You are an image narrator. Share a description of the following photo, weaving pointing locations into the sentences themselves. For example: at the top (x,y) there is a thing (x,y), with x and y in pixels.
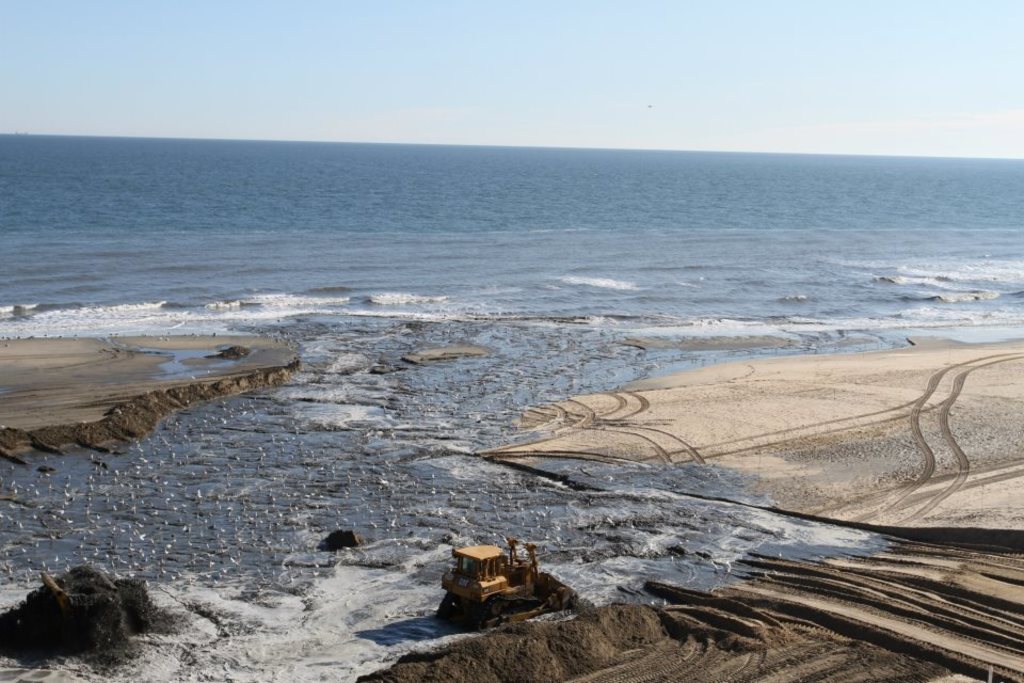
This looks like a bulldozer (472,596) on the sand (495,637). I think these are the birds (261,461). This looks like a seashore (708,363). I can see the sea (397,187) with the water (584,213).
